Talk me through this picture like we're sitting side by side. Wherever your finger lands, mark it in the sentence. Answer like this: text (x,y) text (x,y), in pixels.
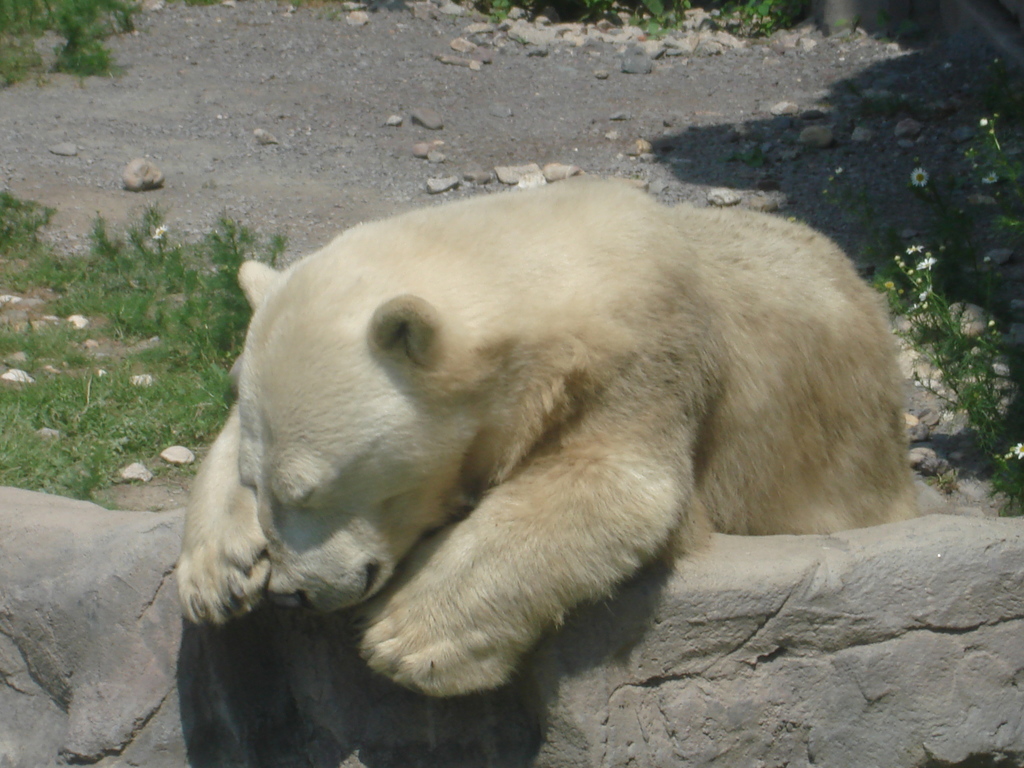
In this picture we can observe a white color polar bear (457,526). There are some stones (577,172) on the ground (506,161). We can observe some plants (79,284) on the land (424,189).
